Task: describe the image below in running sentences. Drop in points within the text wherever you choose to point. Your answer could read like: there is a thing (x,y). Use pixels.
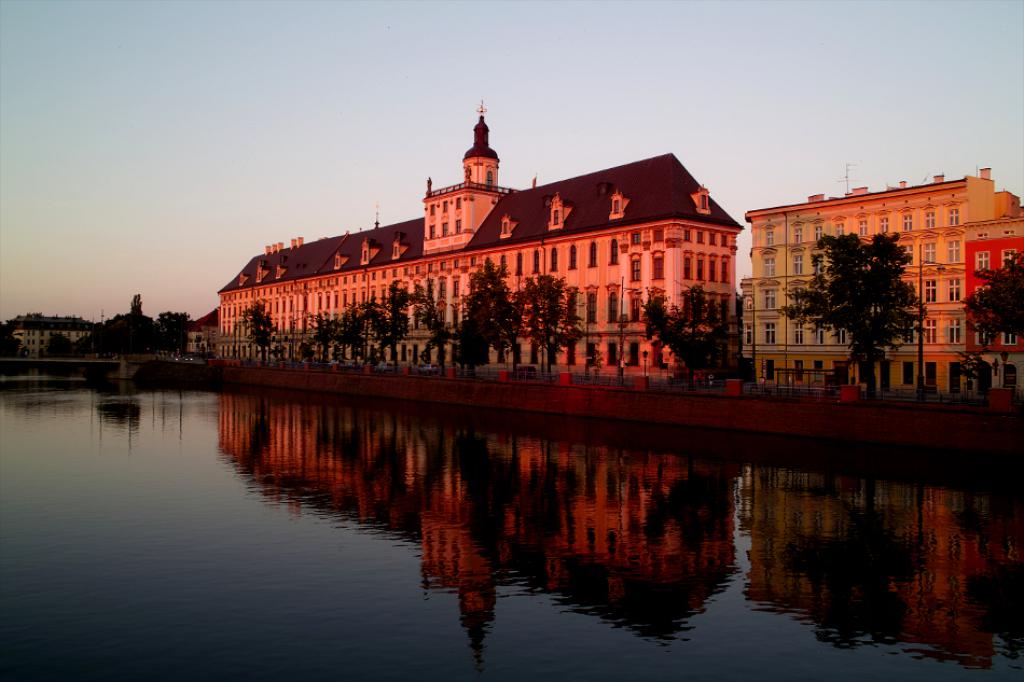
In the center of the image (491,232) we can see the buildings (481,261), windows (633,302), trees (535,303), poles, fencing (1014,392). At the top of the image (181,71) we can see the sky (265,122). At the bottom of the image (299,599) we can see the water (382,586).
